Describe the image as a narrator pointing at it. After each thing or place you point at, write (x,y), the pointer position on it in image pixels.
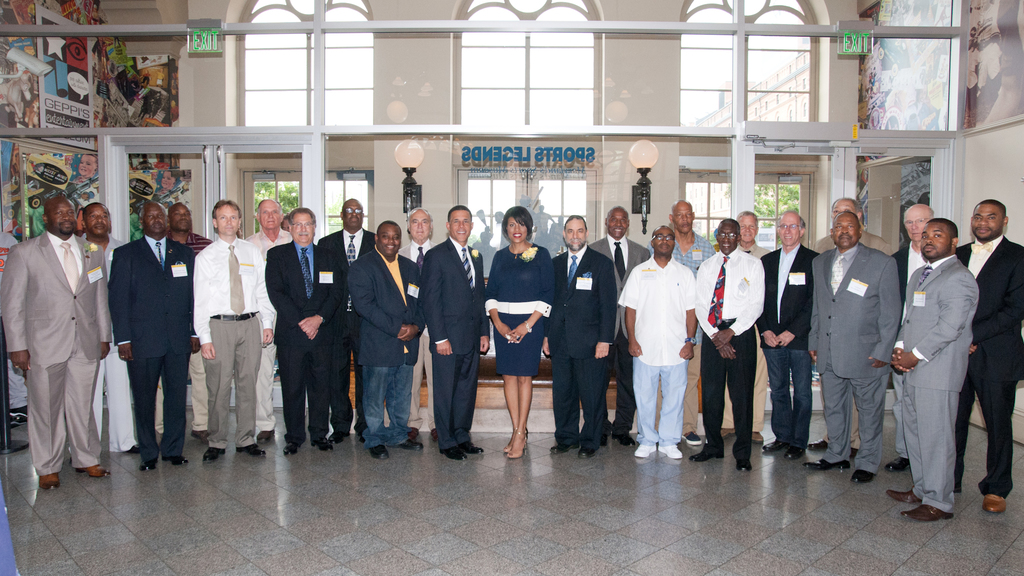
In the front of the image (407,317) a group of people (945,436) are standing. In the background of the image (794,50) there are glass windows (803,59), glass doors (213,145), posters (126,102), exit boards (220,38) and lights (408,195) are on the walls (452,188). Through glass windows (693,195) we can see a building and leaves (267,198).
